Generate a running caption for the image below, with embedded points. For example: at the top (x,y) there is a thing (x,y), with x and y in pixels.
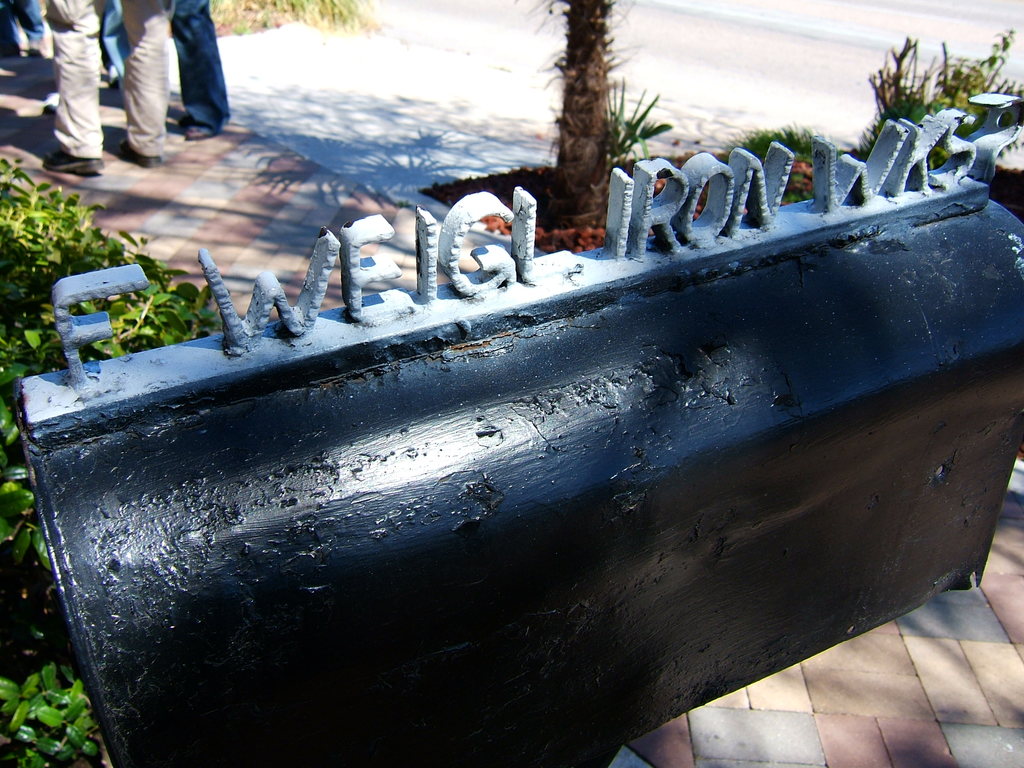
In this image we can see a mailbox (456,404) with text (313,260) on it, bushes (161,289), trees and persons (216,93) standing on the floor (189,187).
